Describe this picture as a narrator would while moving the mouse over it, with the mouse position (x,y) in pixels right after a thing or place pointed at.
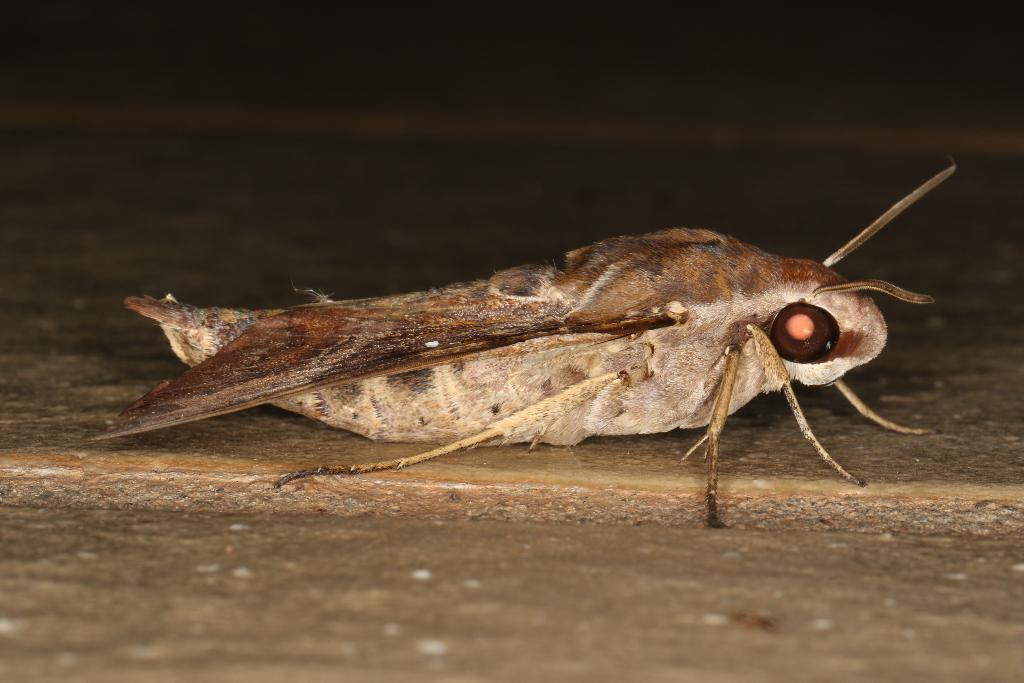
In this picture, we see an insect (665,369) which looks like a moth (566,422). It is in brown color. At the bottom (686,557), we see the floor (610,502) or the pavement (531,559). In the background (713,84), it is black in color.
